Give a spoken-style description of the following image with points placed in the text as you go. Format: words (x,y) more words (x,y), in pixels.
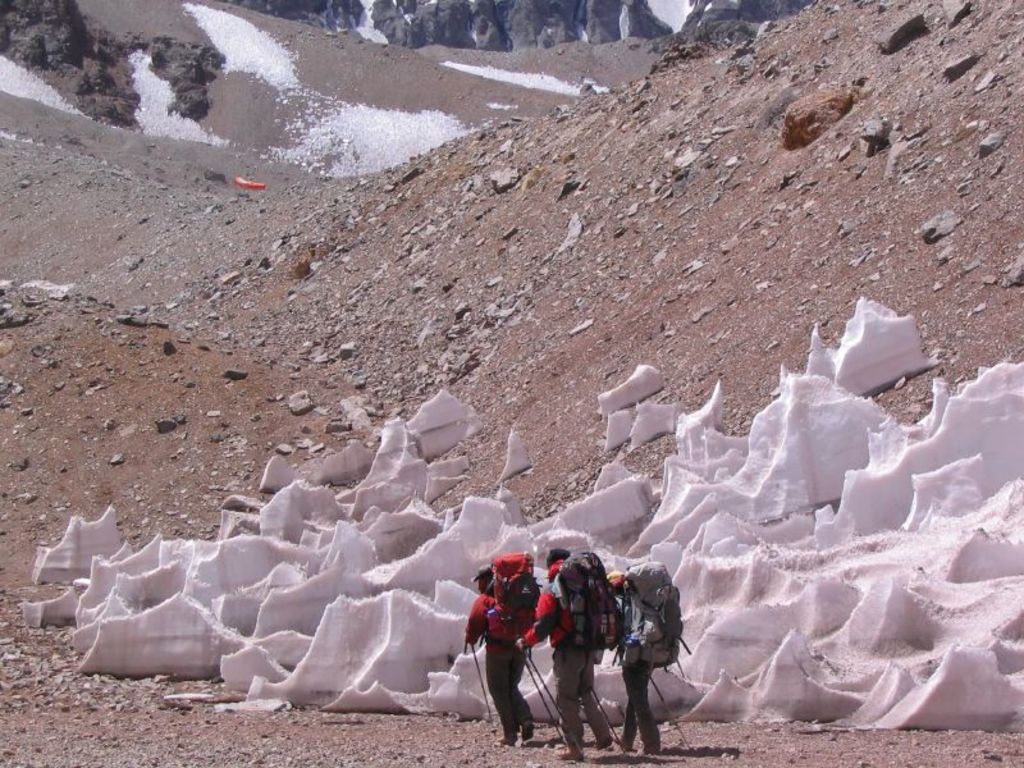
This picture is clicked outside. In the foreground (568,690) we can see the group of persons (576,662) wearing backpacks (592,613), holding some objects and walking on the ground (743,726) and we can see some white color objects (823,509) seems to be the snow (907,586). In the background (267,267) we can see the stones (476,185) and some other objects (730,23).
